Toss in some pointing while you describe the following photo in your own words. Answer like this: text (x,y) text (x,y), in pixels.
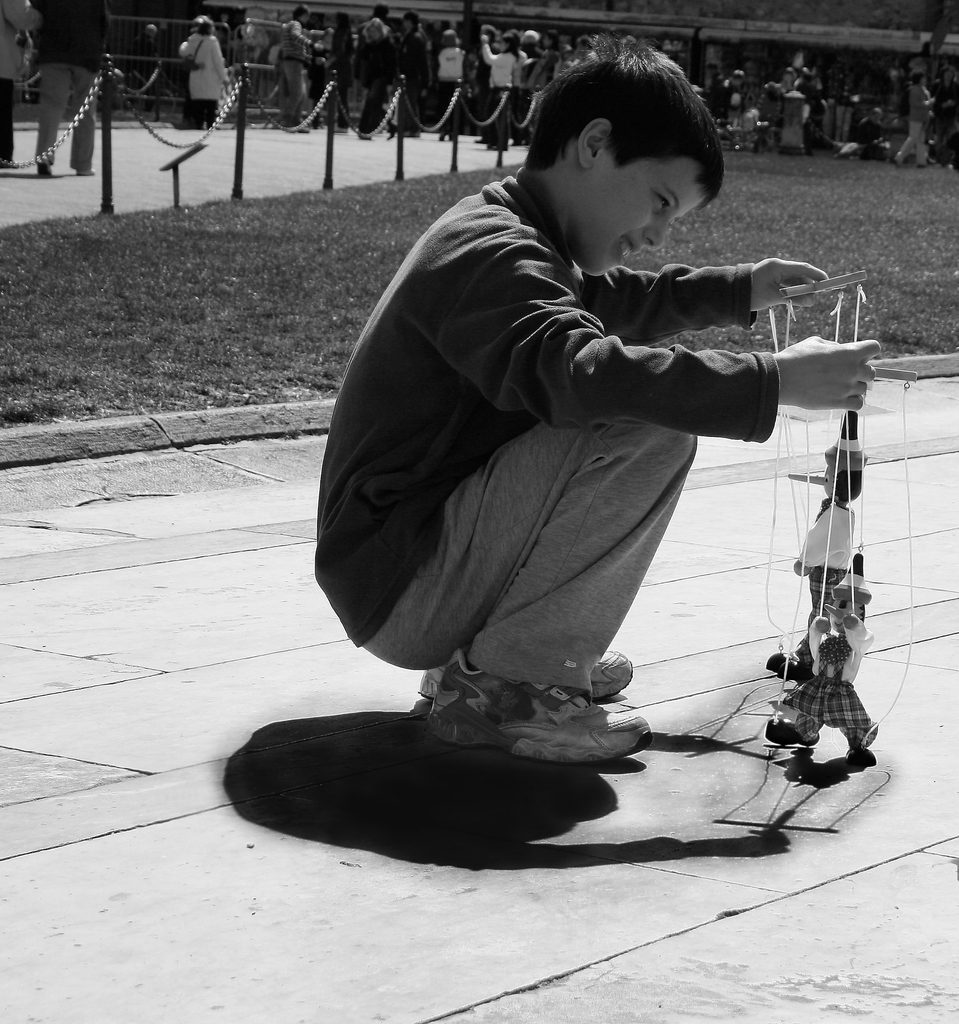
This is black and white image where we can see a boy (519,563) is sitting on the road (587,811) and playing with toys (841,682). Behind the boy (409,260), we can see grassy land (135,270), fencing (107,151) and people (459,63).
